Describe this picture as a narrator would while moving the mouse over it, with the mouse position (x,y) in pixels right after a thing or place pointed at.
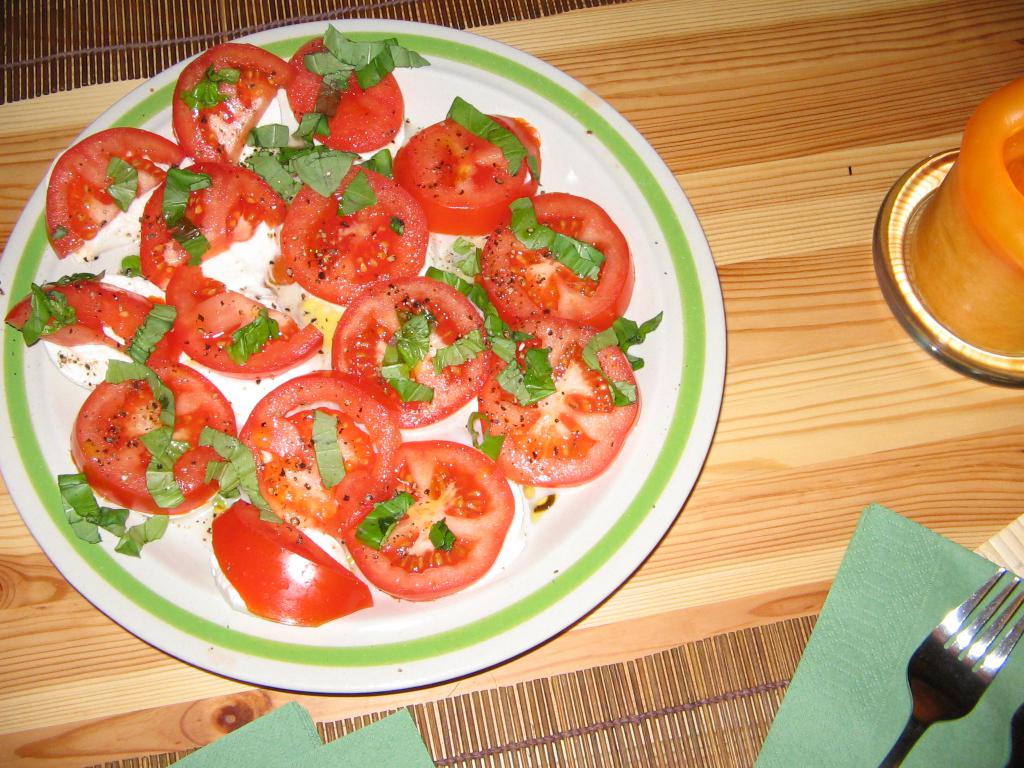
In this image there are sliced tomatoes (454,385) and salad topping (331,178) in a plate (446,300), the plate (672,210) is on top of a table (732,223), beside the plate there are napkins (908,565) and forks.
